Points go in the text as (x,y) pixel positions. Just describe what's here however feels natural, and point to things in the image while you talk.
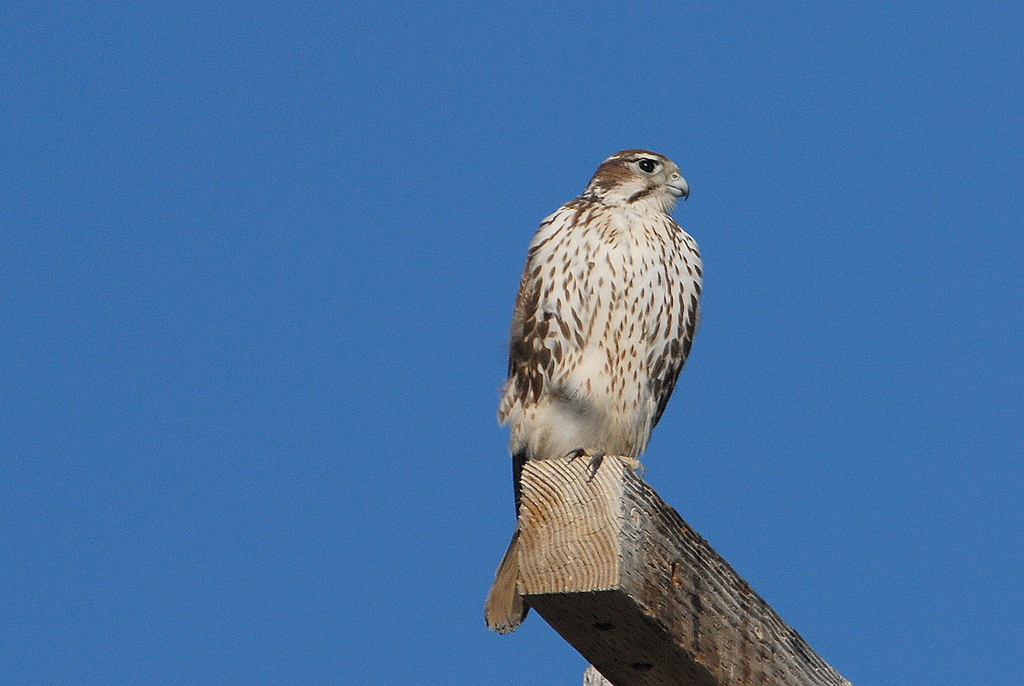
In this picture we can see a falcon (579,301) on a wooden plank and we can see sky (672,434) in the background (772,427).
